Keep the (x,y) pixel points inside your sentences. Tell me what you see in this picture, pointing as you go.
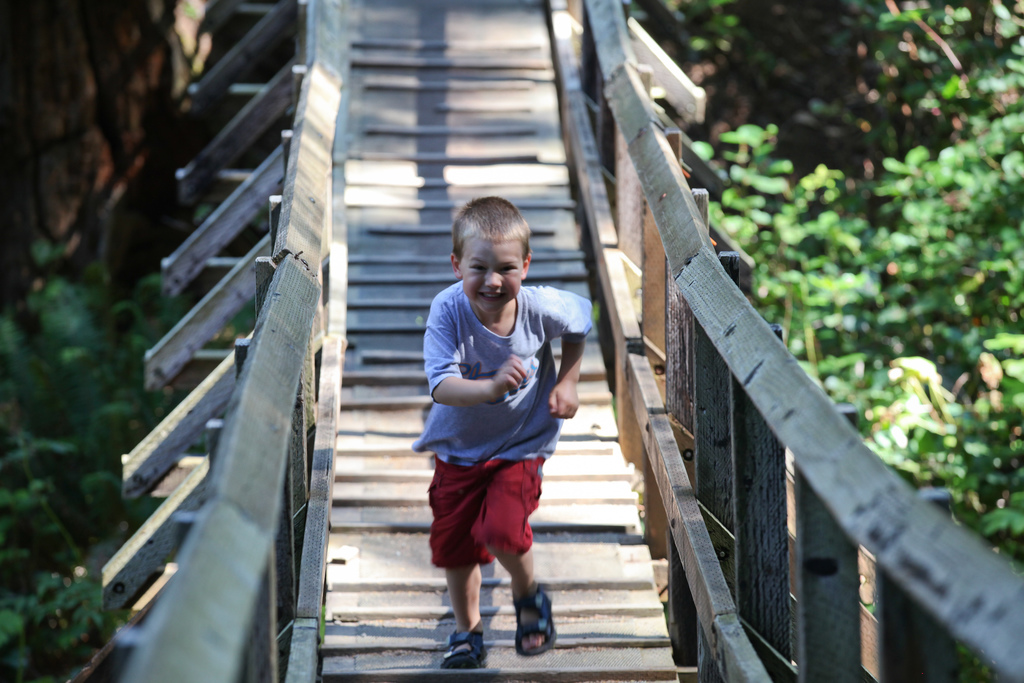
In this image we can see a boy (440,418) running on the wooden bridge (501,144). There are trees (101,322) in the background (840,267).
